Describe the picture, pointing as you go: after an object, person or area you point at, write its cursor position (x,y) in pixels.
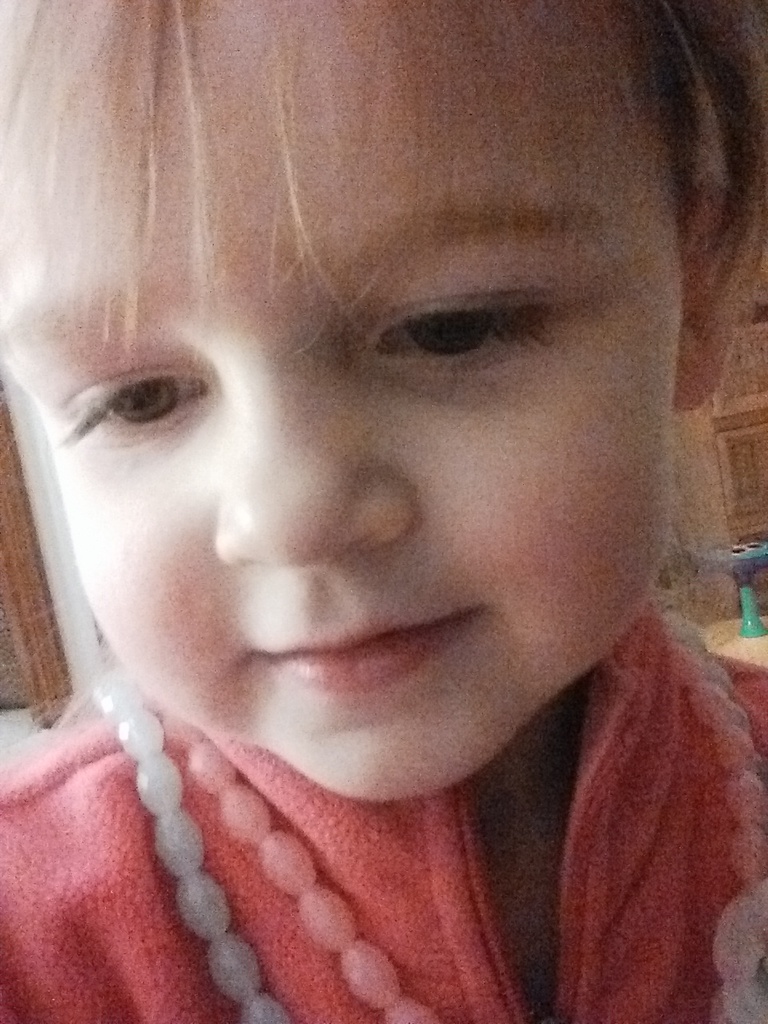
In this picture, we can see a kid (467,823) wearing a red color shirt (467,823). In the background (756,465), we can see a door (718,459).
